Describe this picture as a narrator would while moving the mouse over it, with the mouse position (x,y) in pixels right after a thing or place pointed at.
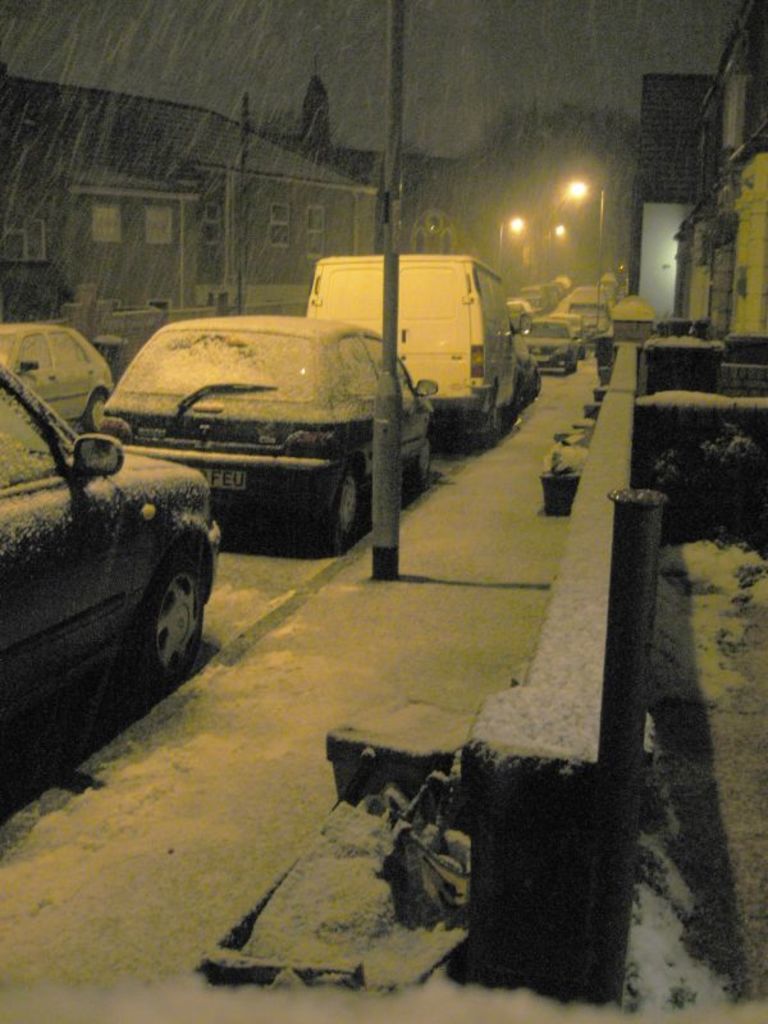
In the image we can see there are many vehicles (307,395) on the road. There are even buildings (737,246) and light poles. We can even see there may be a tree (532,146). Everywhere there is a snow (45,848), white in color and there is a snowfall (428,97).
